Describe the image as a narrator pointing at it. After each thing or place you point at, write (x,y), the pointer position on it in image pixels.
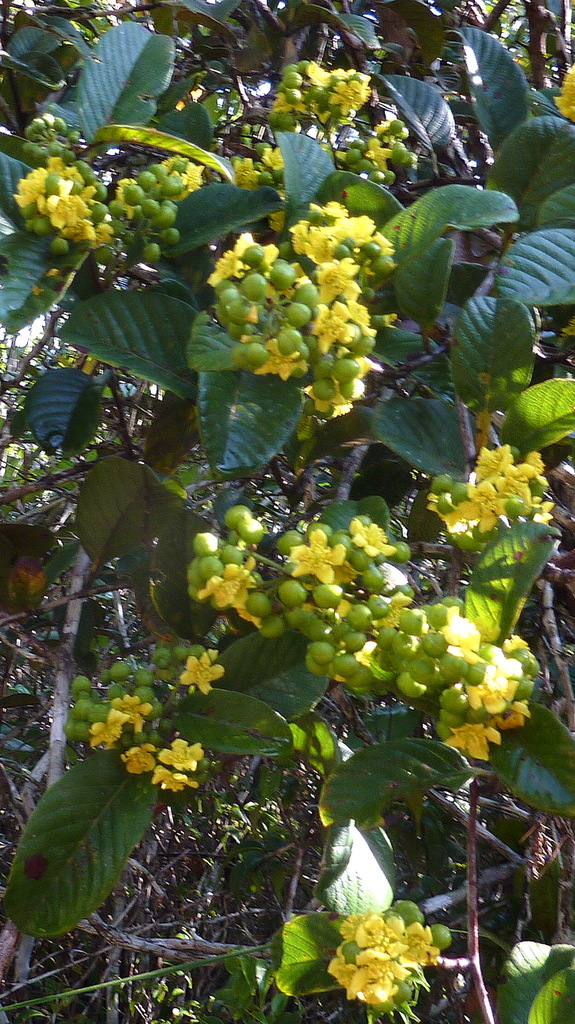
In this image in the center (351,357) there are some plants (98,345) and trees (383,805), and in the foreground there are some fruits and flowers (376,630).
